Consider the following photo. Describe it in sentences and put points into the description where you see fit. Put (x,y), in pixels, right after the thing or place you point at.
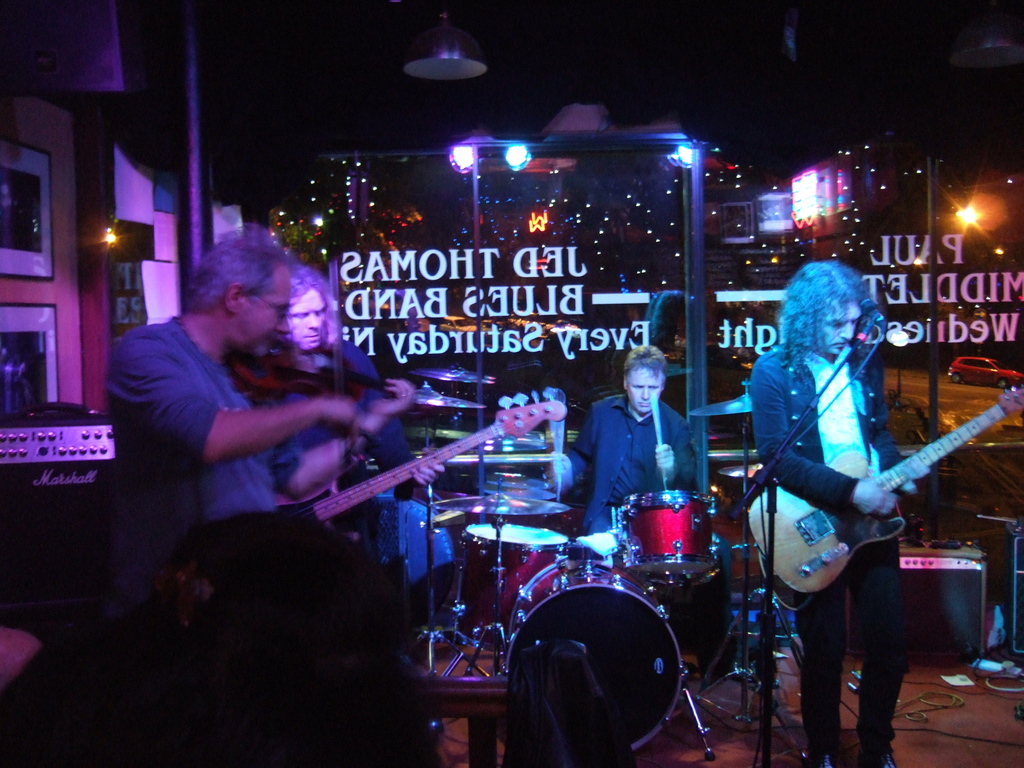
In this picture we can see some persons (592,427) are playing musical instruments (685,572). And these are the lights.
